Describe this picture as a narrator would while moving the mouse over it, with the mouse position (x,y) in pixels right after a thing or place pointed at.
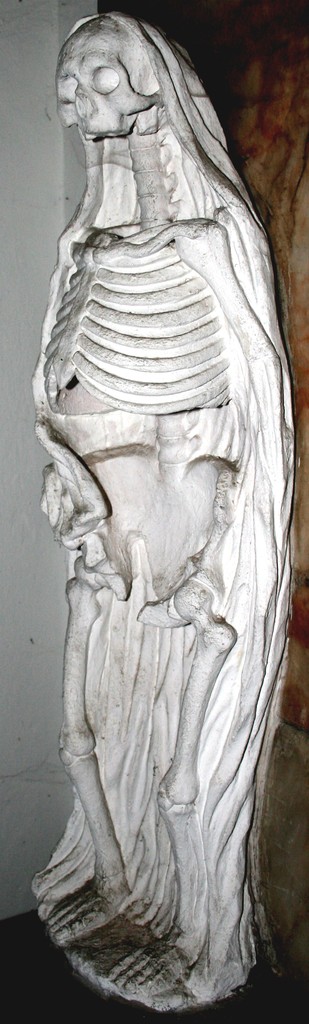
In this picture we can see the statue (58,409) of a skeleton (124,129) and the wall (32,241).
